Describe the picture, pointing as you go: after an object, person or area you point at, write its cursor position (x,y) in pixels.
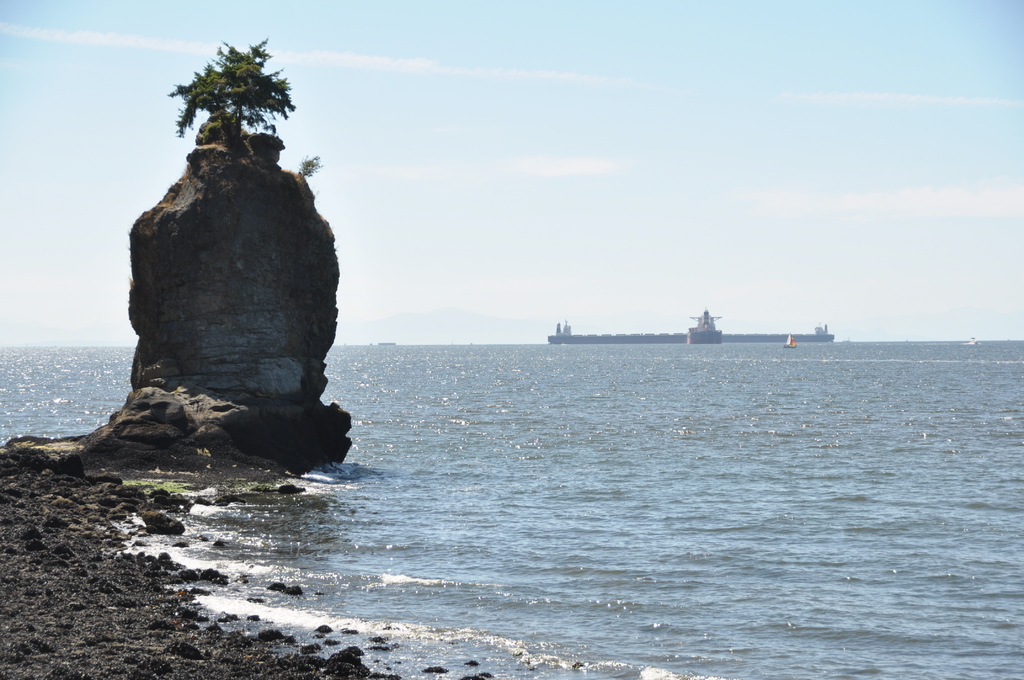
In this image we can see boats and ship (814,337) on the water (493,414). Also there are rocks (104,450). On the top of the rock (183,193) there is a tree (239,104). In the background (474,158) there is sky (539,171) with clouds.
